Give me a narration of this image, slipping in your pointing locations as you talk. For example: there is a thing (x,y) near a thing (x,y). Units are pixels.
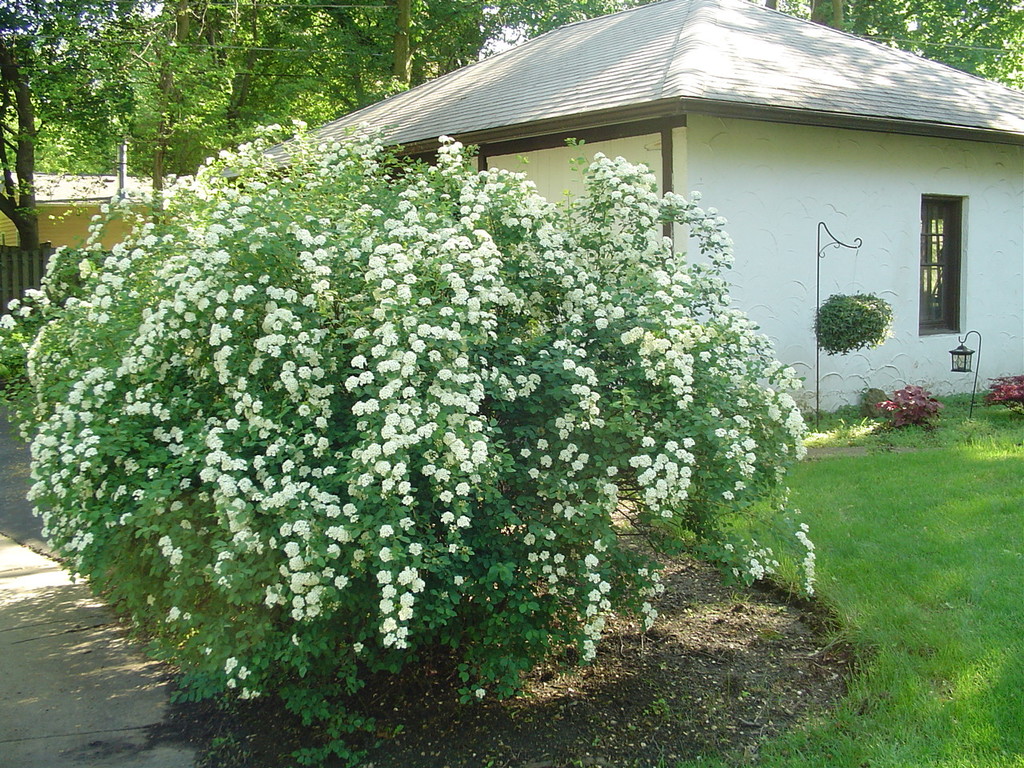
In this given picture, We can see a house (902,103) which is build with window (944,265) a tree (646,323) filled with white color flowers (216,190) and a grass (850,457), tiny trees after that i can see a iron metal (833,245) and tree (866,305) which is hanging to it and behind this house (389,115), We can see few trees (395,42).
